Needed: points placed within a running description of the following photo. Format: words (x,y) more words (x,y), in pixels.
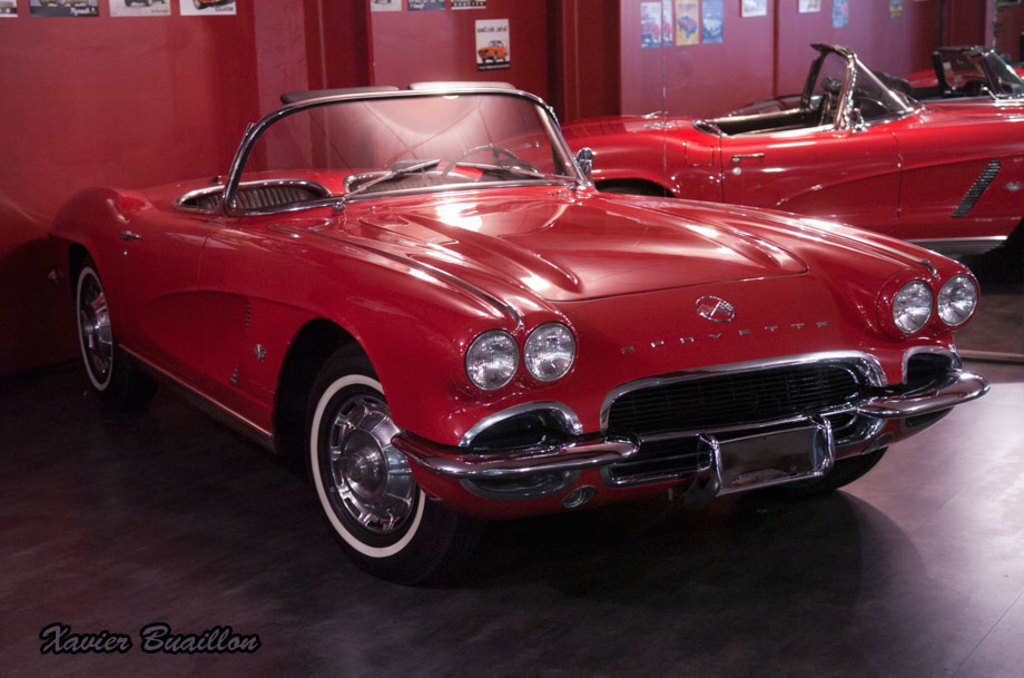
In the center of the image (538,228) there is a car (436,340) on the floor (445,613). in the background (388,66) we can see mirror (620,113), wall (397,75) and posters (75,12). At the bottom (82,646) there is text (150,645).
